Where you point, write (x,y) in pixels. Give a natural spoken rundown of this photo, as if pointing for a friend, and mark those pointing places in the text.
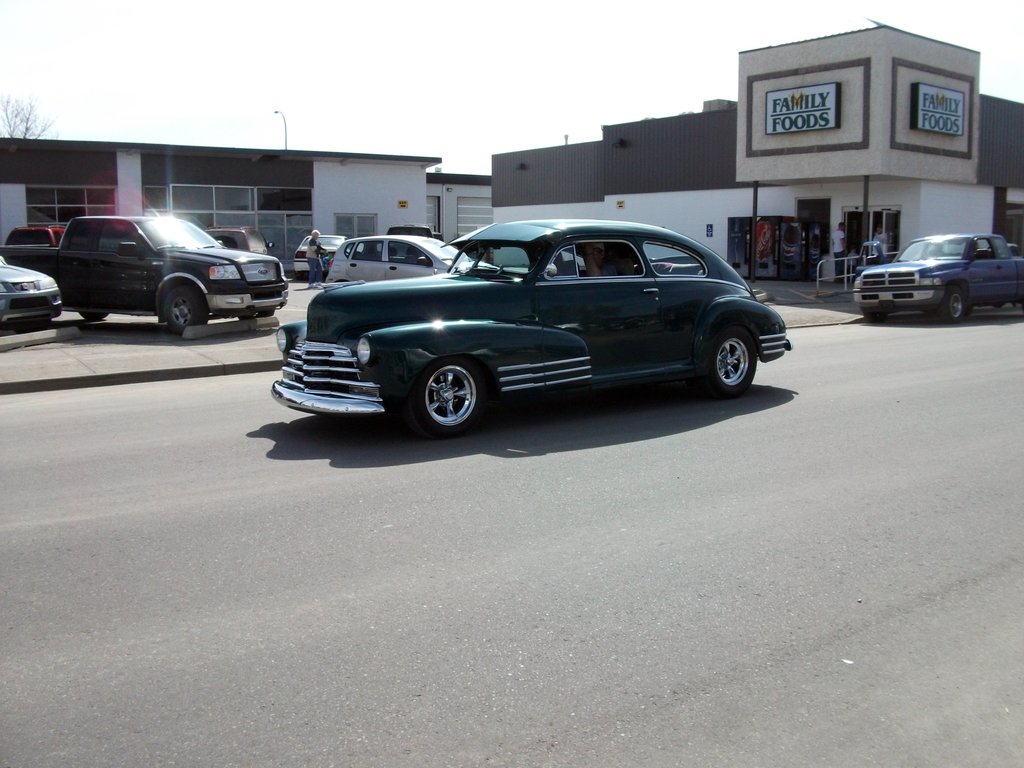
To the bottom of the image (483,597) there is a road (212,432) with two cars (620,298). Behind the road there is a parking area (119,340) with cars (249,248). And in the background (232,183) there are buildings (530,152) with stores (820,196). And stores (820,196) with glass windows (297,198), walls (354,201), poles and roof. And also there are trees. And to the top of the image (395,57) there is a sky (350,84).
